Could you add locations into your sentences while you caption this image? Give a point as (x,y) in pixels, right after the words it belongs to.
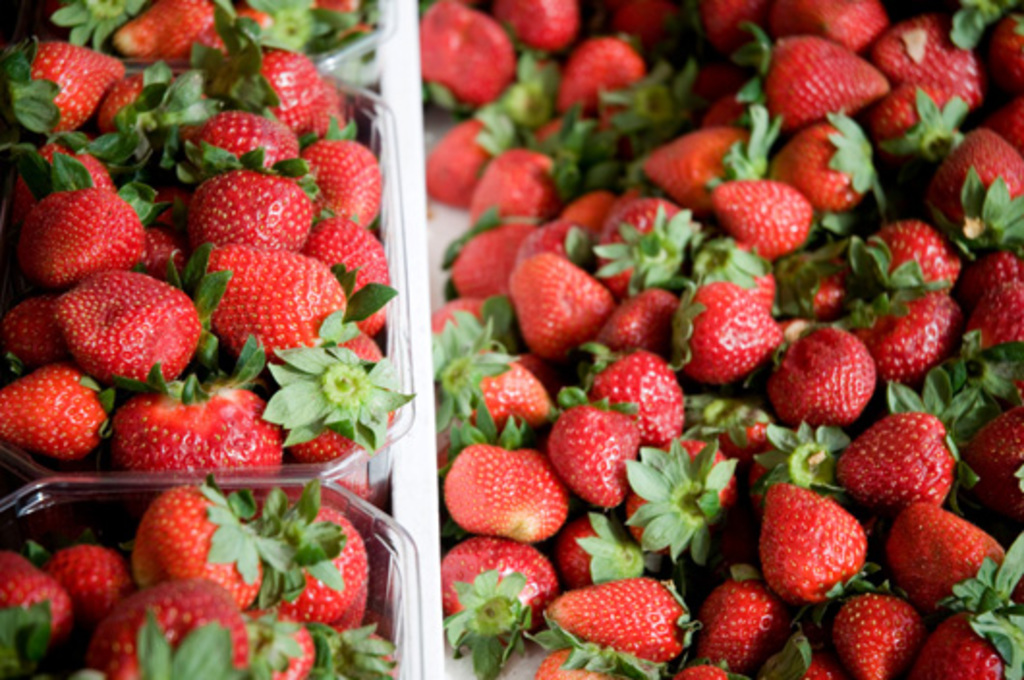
In this picture I can see many strawberries (854,274) on this plastic box (408,300) and table (459,224).
